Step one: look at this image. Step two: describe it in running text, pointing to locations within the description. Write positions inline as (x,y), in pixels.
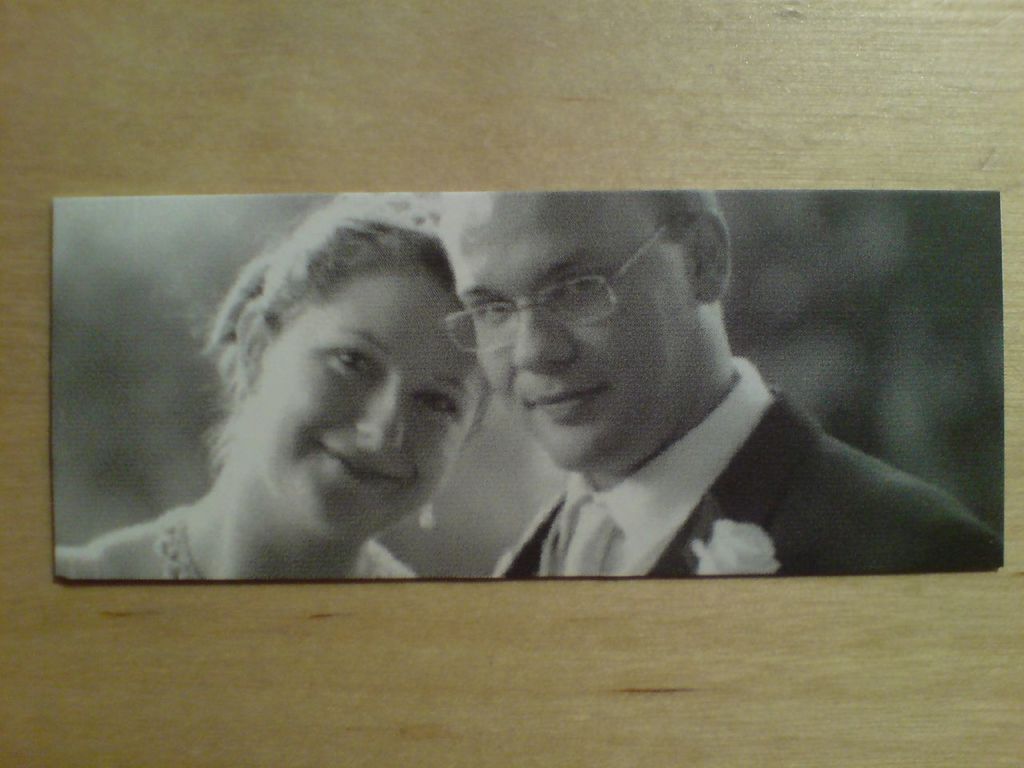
In this picture we can see photo (836,251) on the wooden surface (330,65), in this photo (308,434) we can see two people (459,361).
